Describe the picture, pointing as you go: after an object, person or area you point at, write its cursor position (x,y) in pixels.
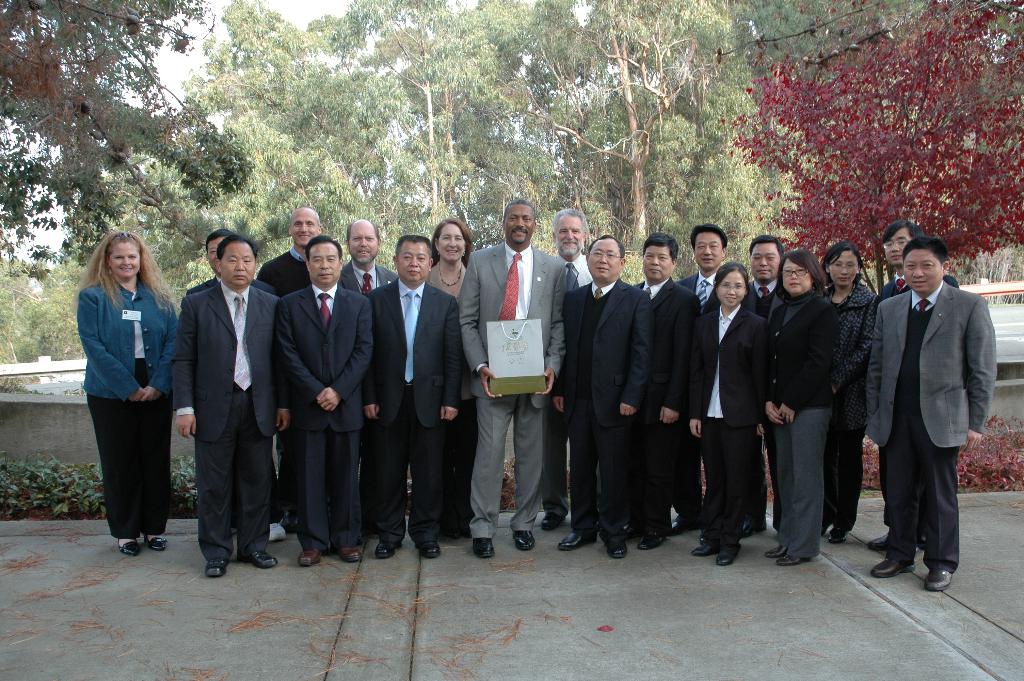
In this image we can see a few people (528,291), one of them is holding a bag (503,372), there are plants (17,473), trees (872,266), and the wall (4,423), also we can see the sky (222,35).
